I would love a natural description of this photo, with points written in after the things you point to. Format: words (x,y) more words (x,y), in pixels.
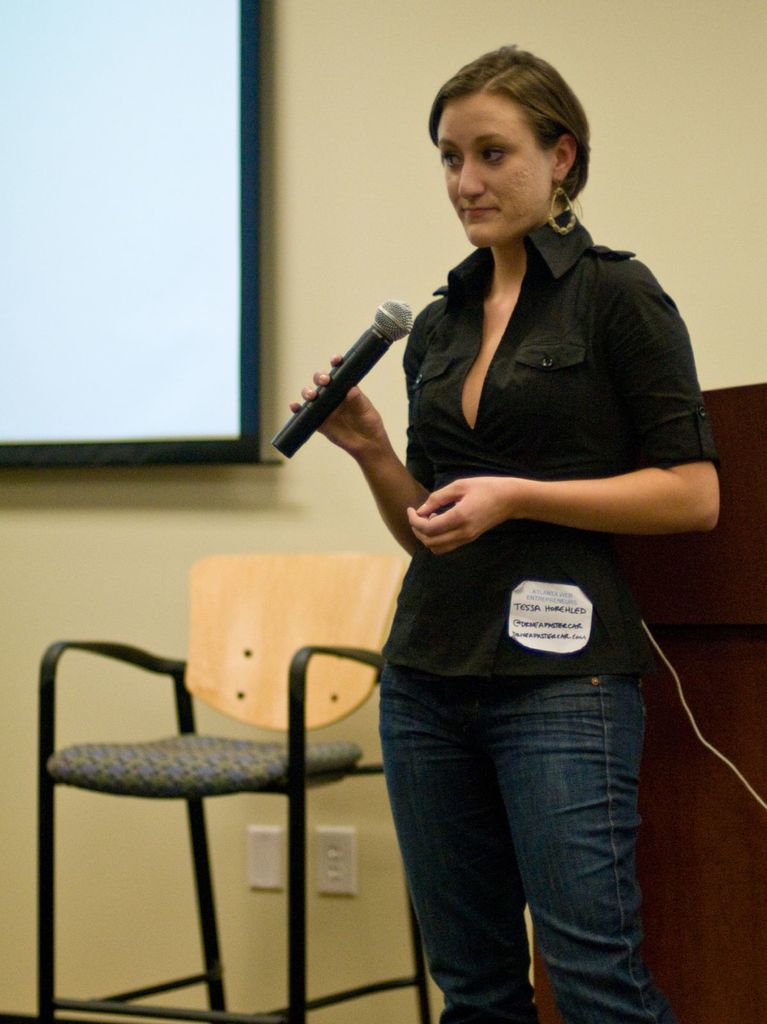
In the image there is a woman (514,157) holding a microphone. On left side of the image (168,742) we can see a chair (265,670), white color screen (62,330) on right side (757,513) there is a podium (741,420) in background (696,233) there is a wall (653,67) which is in cream color.
